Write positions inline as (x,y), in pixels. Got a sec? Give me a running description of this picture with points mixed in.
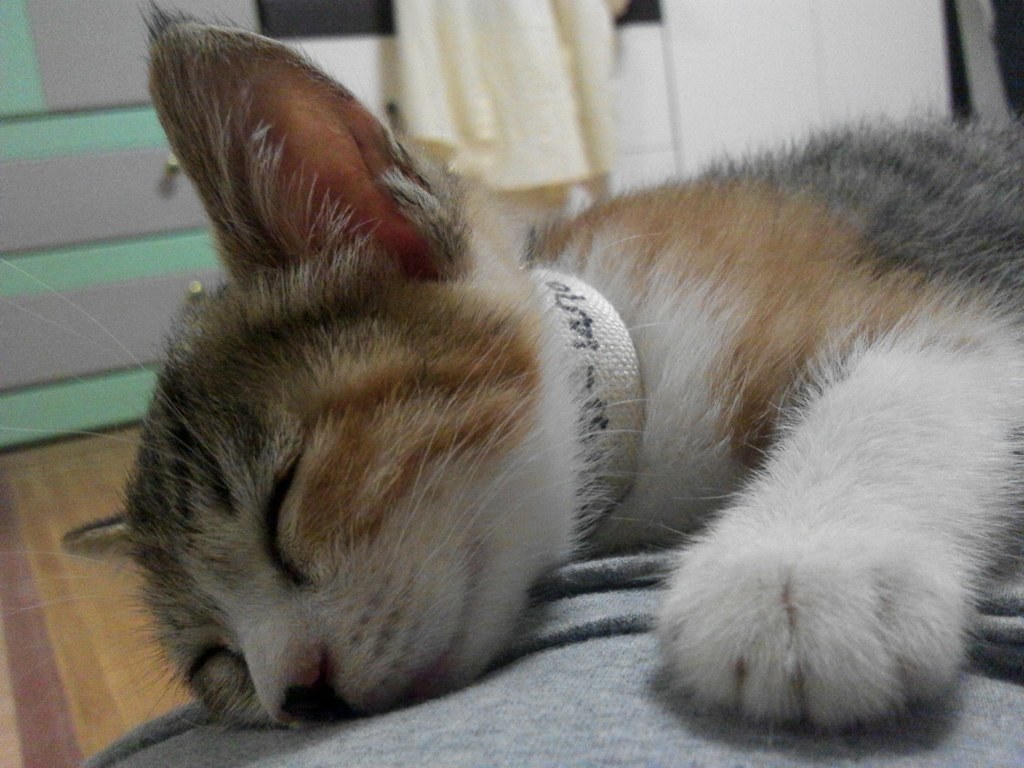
In the picture we can see a cat (841,660) sleeping on the bed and behind the cat (843,612) we can see a wall (930,100) with a curtain (534,42) to it.
